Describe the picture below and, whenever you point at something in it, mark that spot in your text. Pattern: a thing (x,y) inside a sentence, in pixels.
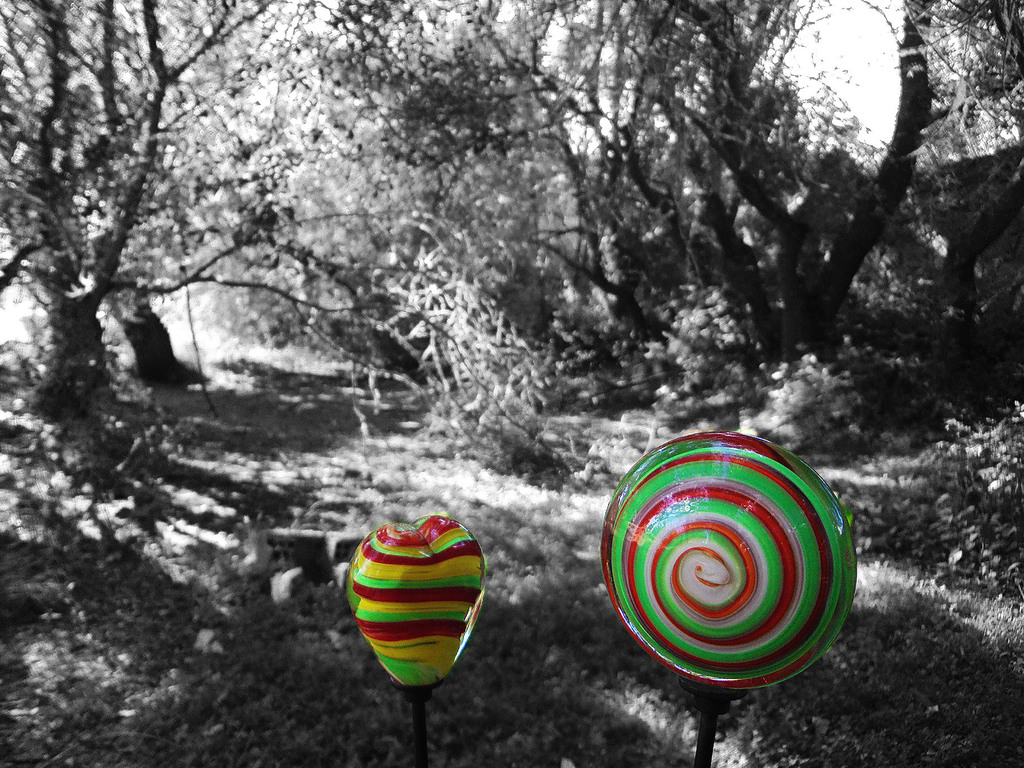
At the bottom of the image (406,671) we can see candies (785,669). In the background (426,247) there are trees (489,259).
